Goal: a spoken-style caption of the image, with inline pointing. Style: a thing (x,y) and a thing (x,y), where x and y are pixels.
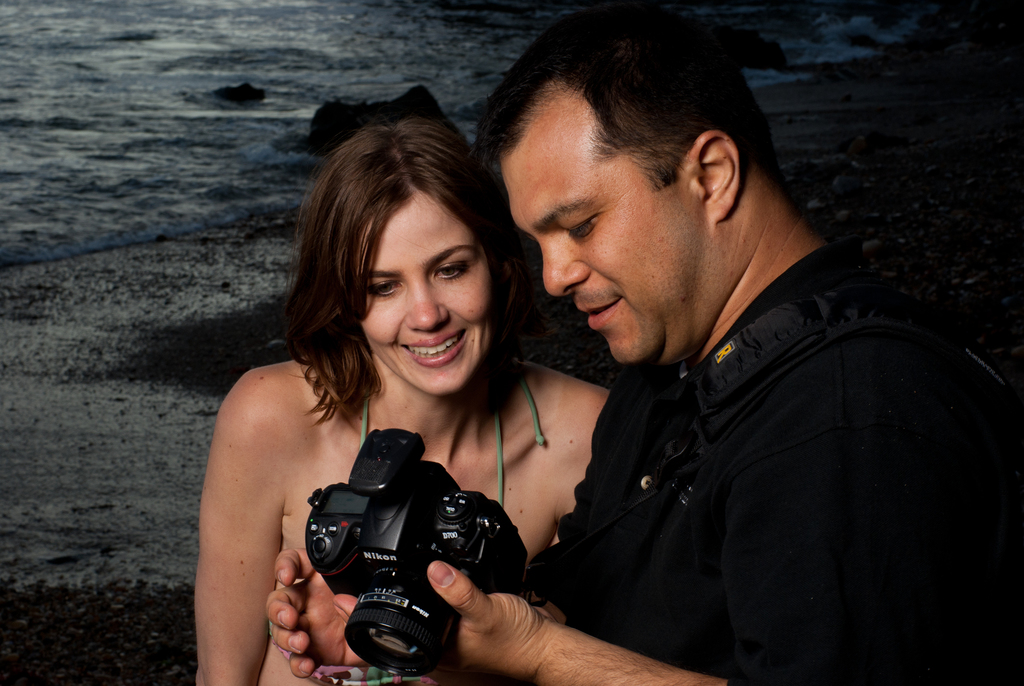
On the background (308,25) we can see a beach (44,336). Here we can see a man (653,437) standing and holding a camera (460,542) in his hand (435,576). We can see a woman (472,442) standing beside to him and smiling. They both are staring at the camera (453,543).
